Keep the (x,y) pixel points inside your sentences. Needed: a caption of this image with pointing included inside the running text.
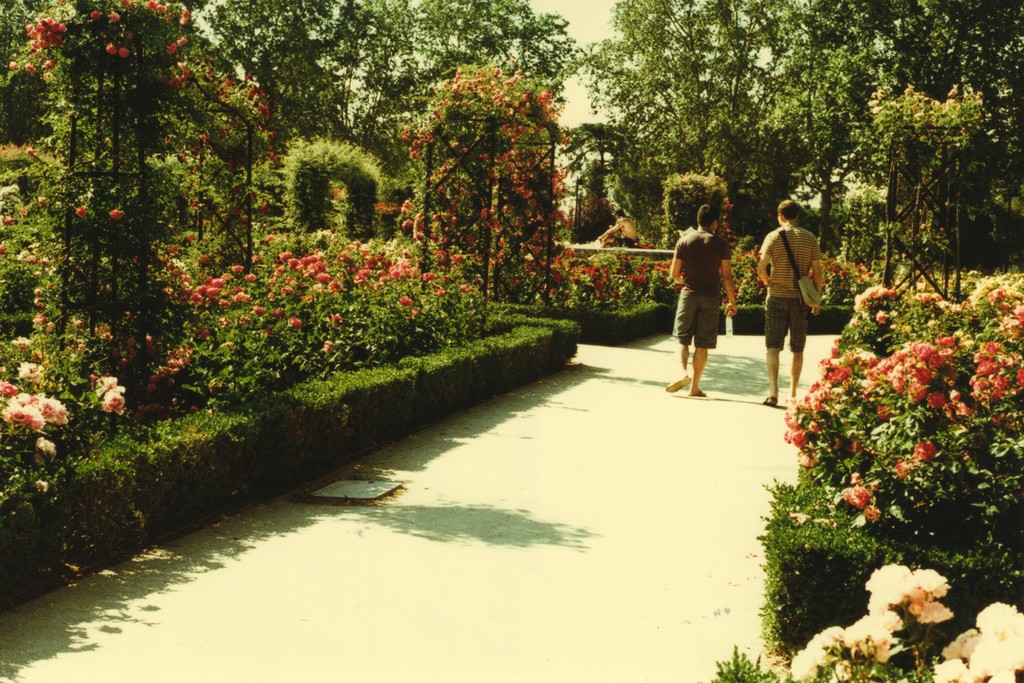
There are two men (702,248) walking on the road (614,408). On either side of them, there are plants (331,291) and shrubs (313,342). There are trees (592,65) in the background (585,60). This picture might be clicked in the garden (854,548).
